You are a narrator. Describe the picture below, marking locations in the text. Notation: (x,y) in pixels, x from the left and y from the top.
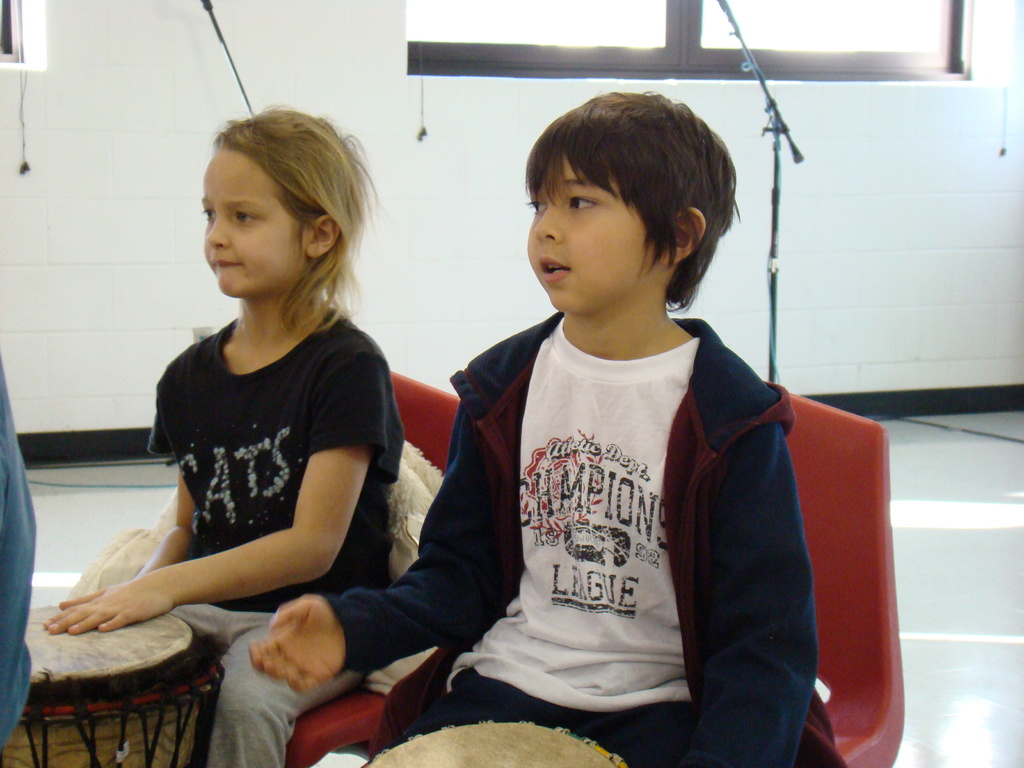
This image consists of two chairs (826,494), mic stands (729,2), windows (883,43), drums (66,720). Two children (323,569) are sitting on two chairs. Windows (940,47) are on the top (856,17). One is wearing black color dress (386,422).
